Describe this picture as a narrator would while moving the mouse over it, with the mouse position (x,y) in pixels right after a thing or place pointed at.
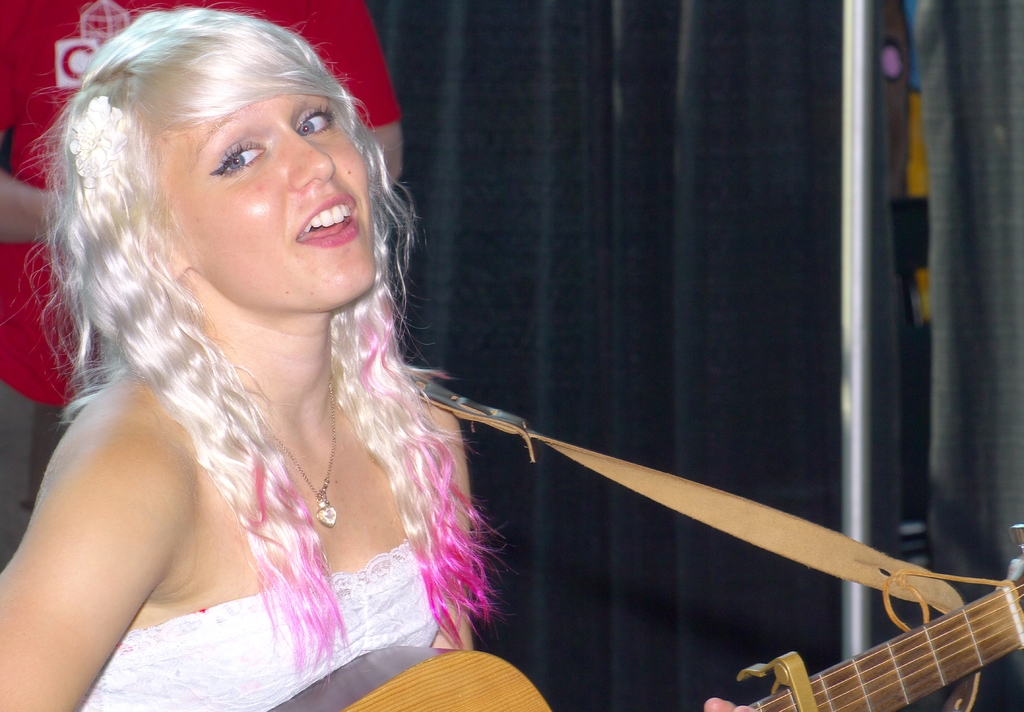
In this image I can see a girl (372,439) and she is holding a guitar (350,700). I can also see she is wearing a necklace (329,515) and white dress (246,635). In the background (25,53) I can see one more person (342,28).
